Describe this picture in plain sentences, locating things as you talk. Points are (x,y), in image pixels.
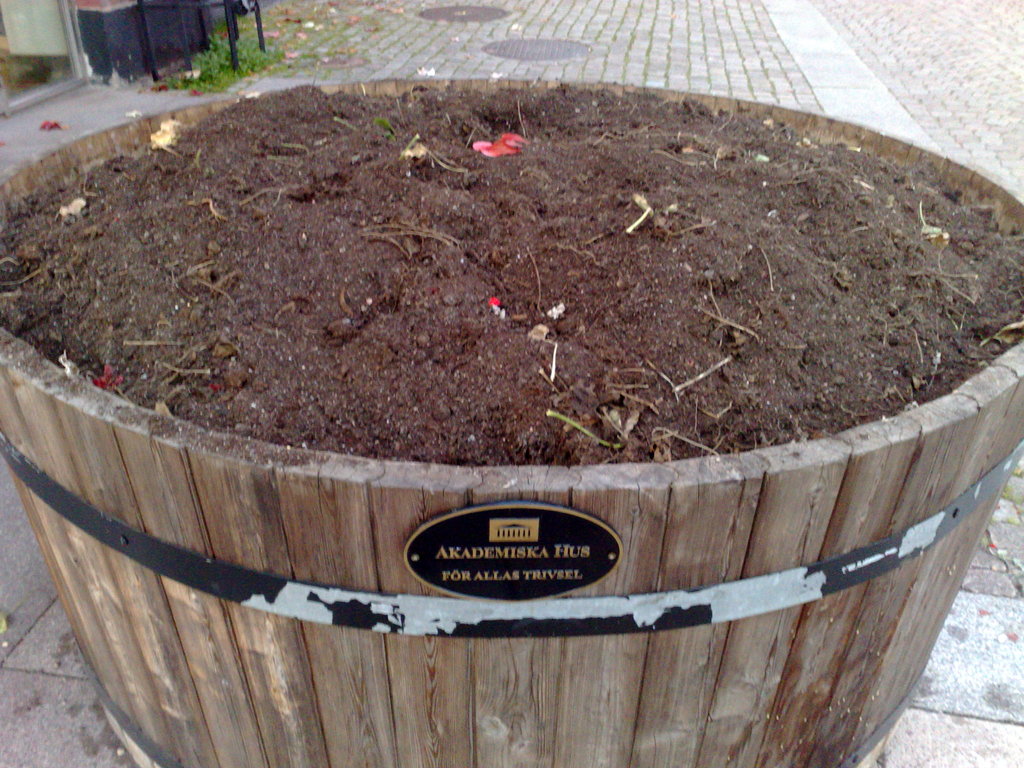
In this picture i can see the clay (58,254) in the wooden barrel (489,653). At the bottom (574,547) there is a stamp (547,540) which is attached on this. In the top left (164,28) there is a bench (231,21) near to the wall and door (26,36). Beside that i can see the grass (256,47).
